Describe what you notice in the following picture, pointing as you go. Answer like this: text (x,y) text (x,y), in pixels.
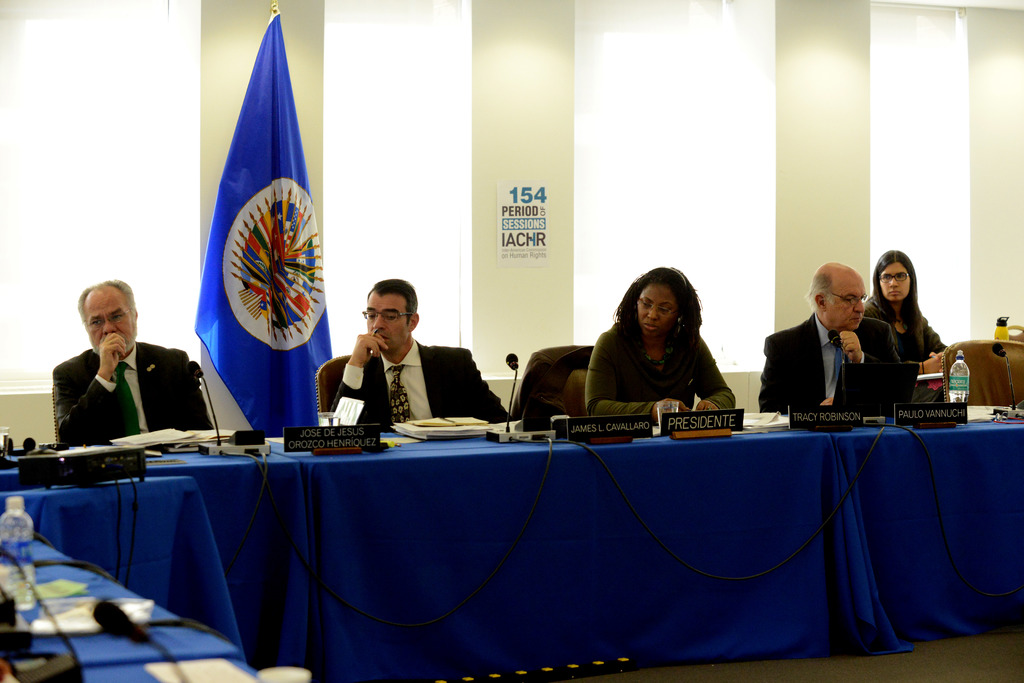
In this image there are a few people (458,366) seated on chairs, in front of them on the table (175,435) there are papers (175,441), some electronic devices (234,436) name plates (727,426) and mics (542,422) and a bottle of water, behind them there is a flag (270,203) and there is a wall (516,150).
